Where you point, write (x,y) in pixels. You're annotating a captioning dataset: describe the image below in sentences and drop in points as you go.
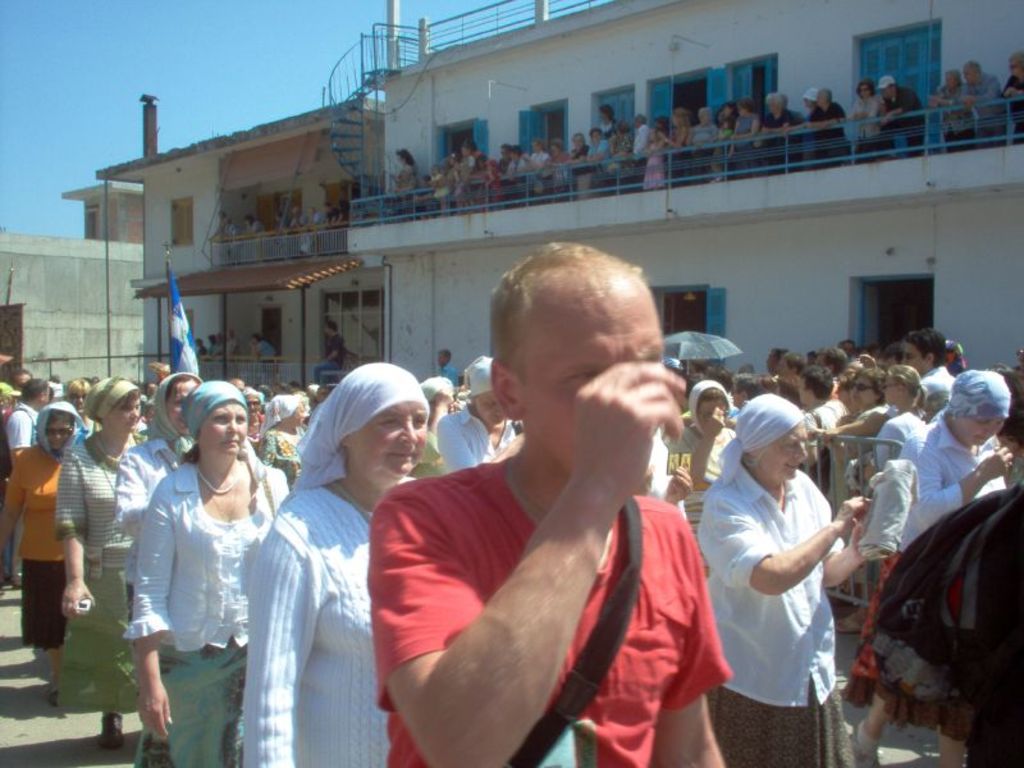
Front we can see a crowd (446,498), umbrella (692,350) and flag (176,309). Building (459,280) with people (820,153), windows (341,190) and steps (350,132). Sky (232,108) is in blue color.
